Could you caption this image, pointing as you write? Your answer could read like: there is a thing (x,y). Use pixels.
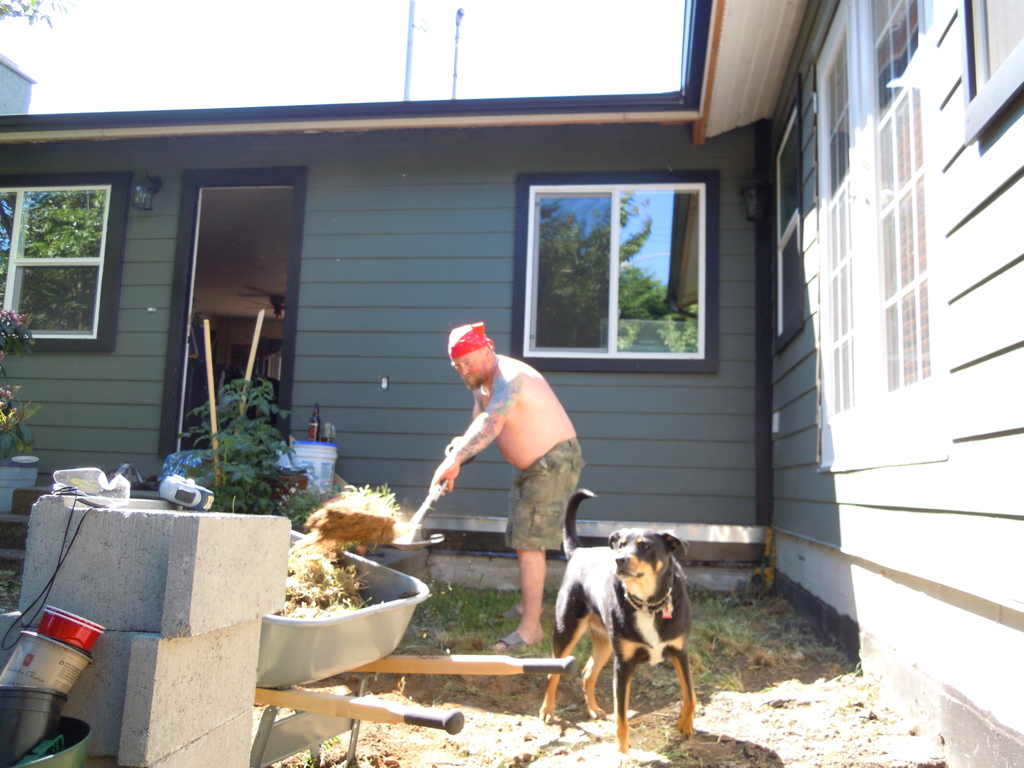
In this image in the front (195,607) there are stones (185,626) and there are boxes (53,672) and there is a trolley (304,665) and in the trolley (382,616) there is grass (330,571). In the center (578,492) there is a dog (608,586) and there is a person (526,482) standing and shoveling grass (400,508). In the background (355,277) there is a building (184,277), there are plants (258,398) and there are poles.
